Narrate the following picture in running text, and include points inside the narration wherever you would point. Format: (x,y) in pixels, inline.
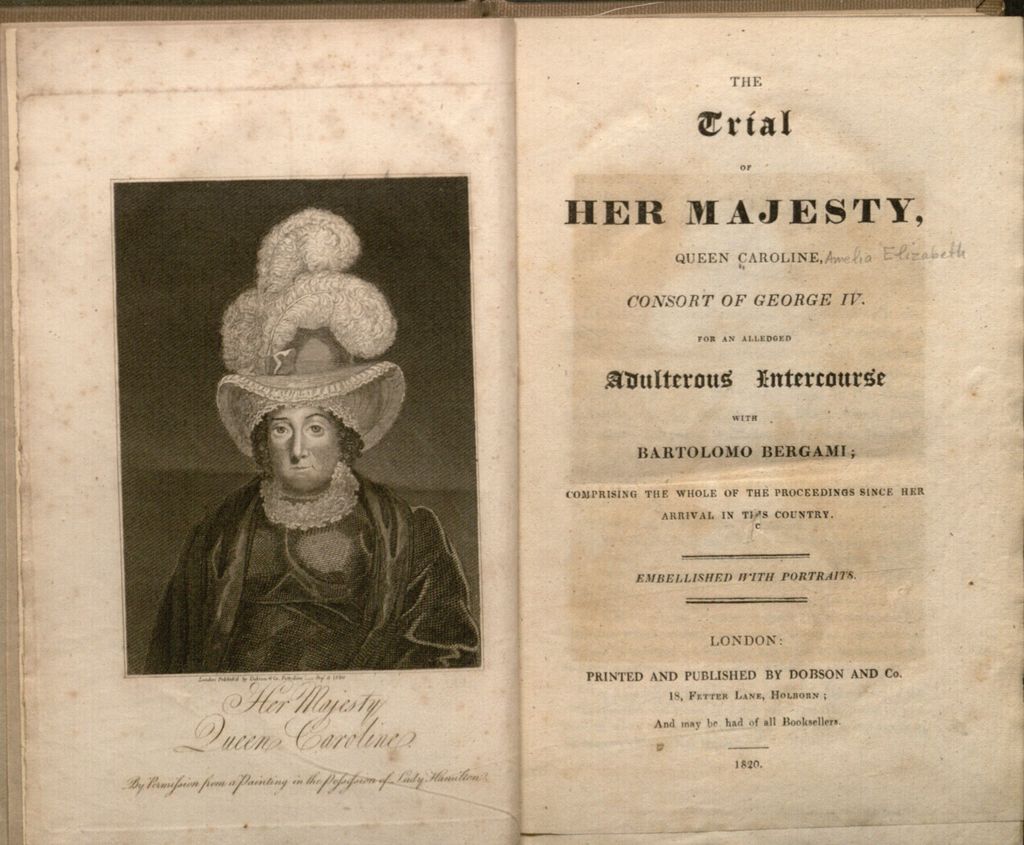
In this picture I can see a book (232,217), where there is a photo (282,522) of a person (196,627), and there are words (779,674) and numbers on the papers (855,775) of the book (747,152).
